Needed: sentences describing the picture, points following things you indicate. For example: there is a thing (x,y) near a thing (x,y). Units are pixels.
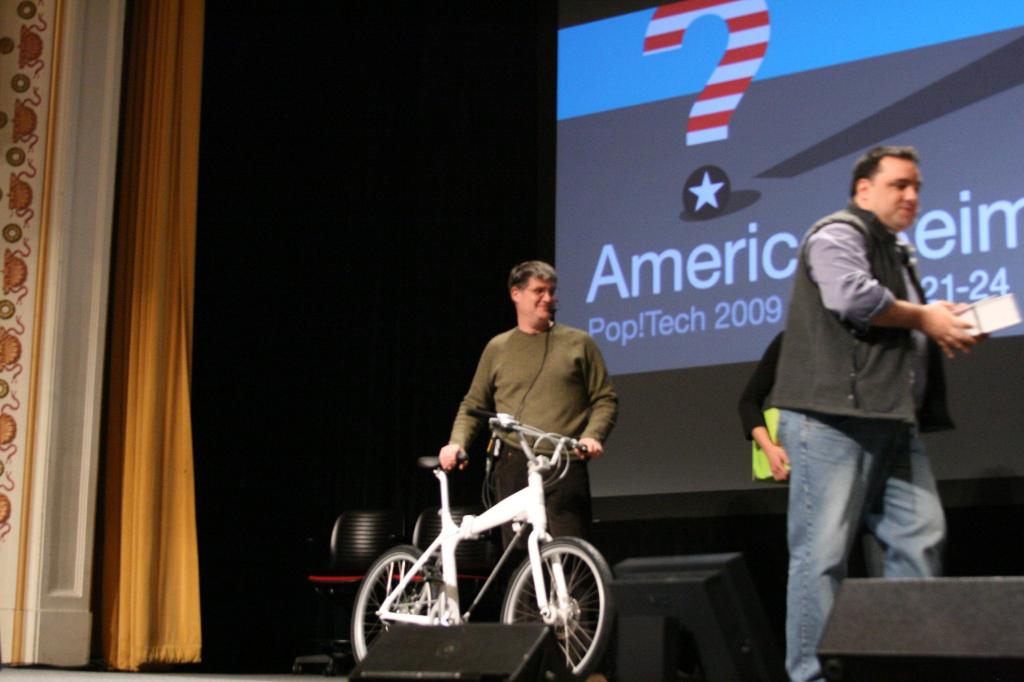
In this image there are three persons (801,398), the persons (841,418) are holding an object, there is a bicycle (501,559), there are objects (426,660) truncated towards the bottom of the image (944,631), there is a curtain (174,337) truncated towards the top of the image (151,182), there is an object (58,347) truncated towards the left of the image (35,385), there is a screen (769,124) truncated towards the top of the image (824,69), the background of the image (386,297) is dark.
